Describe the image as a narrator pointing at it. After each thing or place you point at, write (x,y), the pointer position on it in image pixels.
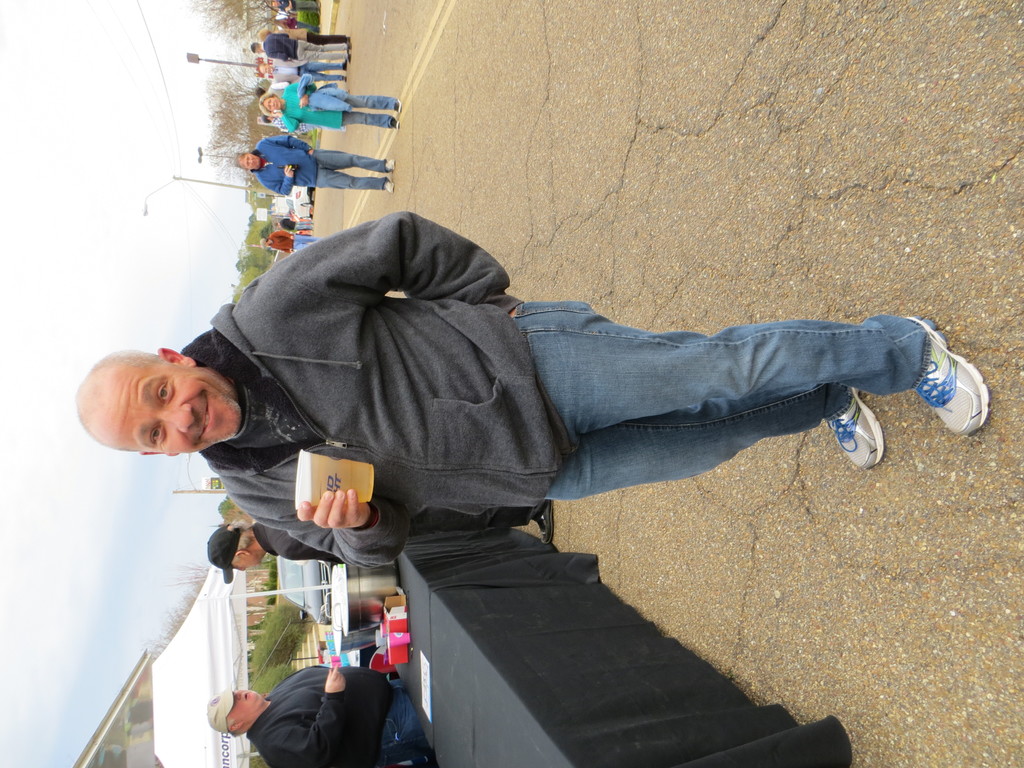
In this image I can see group of people (284,460) some are standing and some are walking, the person (518,479) in front (289,473) is wearing gray jacket (421,353), blue pant (692,413) and holding a glass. Background (189,709) I can see few light poles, trees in green color, a tent (205,677) in white color and the sky (182,248) is in blue and white color.
